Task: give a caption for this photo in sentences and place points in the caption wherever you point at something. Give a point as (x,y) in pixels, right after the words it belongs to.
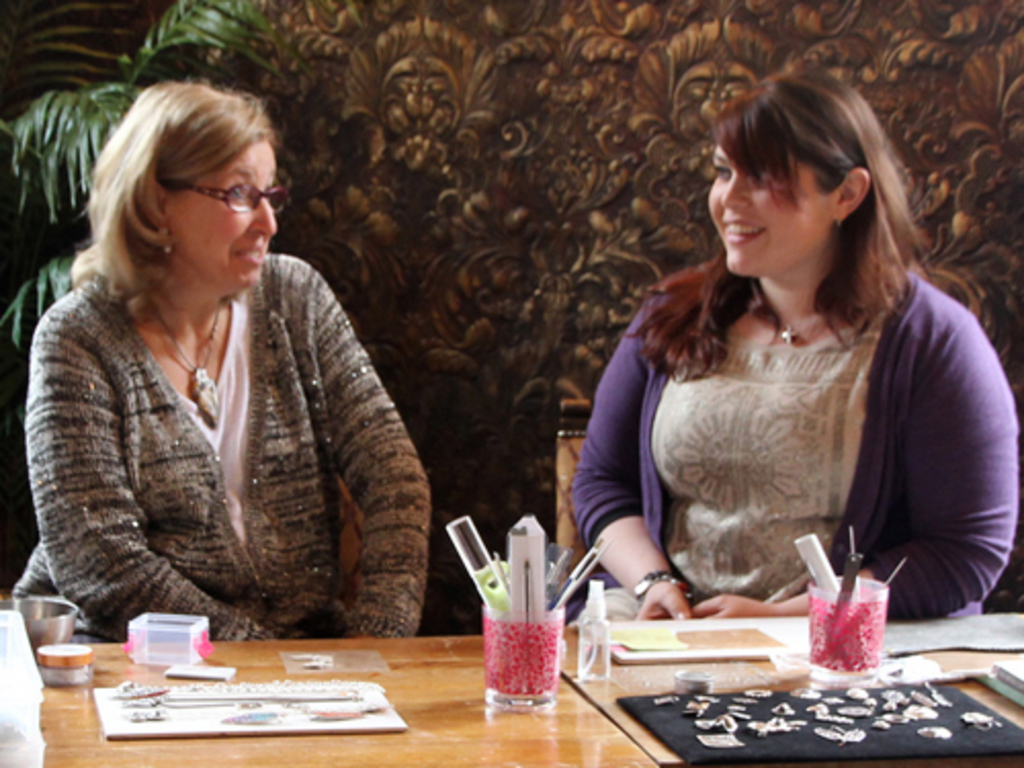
There are two ladies (694,350) sitting in chair (562,426) and talking each other and there is a table (618,712) in front of them which consists of some objects (1001,631) on it.
